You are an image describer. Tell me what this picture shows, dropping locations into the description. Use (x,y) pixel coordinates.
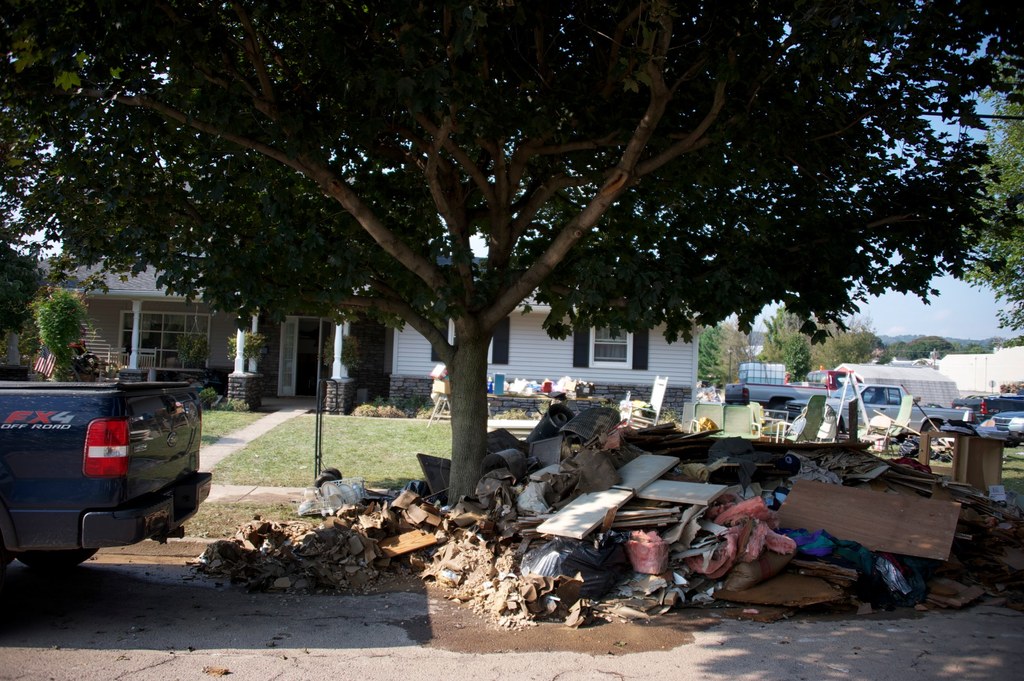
In this picture we can see wooden planks (679,445), clothes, vehicles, grass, chair (786,437), trees (471,396), building (173,334) with windows (152,342), some objects (535,564) and in the background (966,289) we can see the sky (885,314).
